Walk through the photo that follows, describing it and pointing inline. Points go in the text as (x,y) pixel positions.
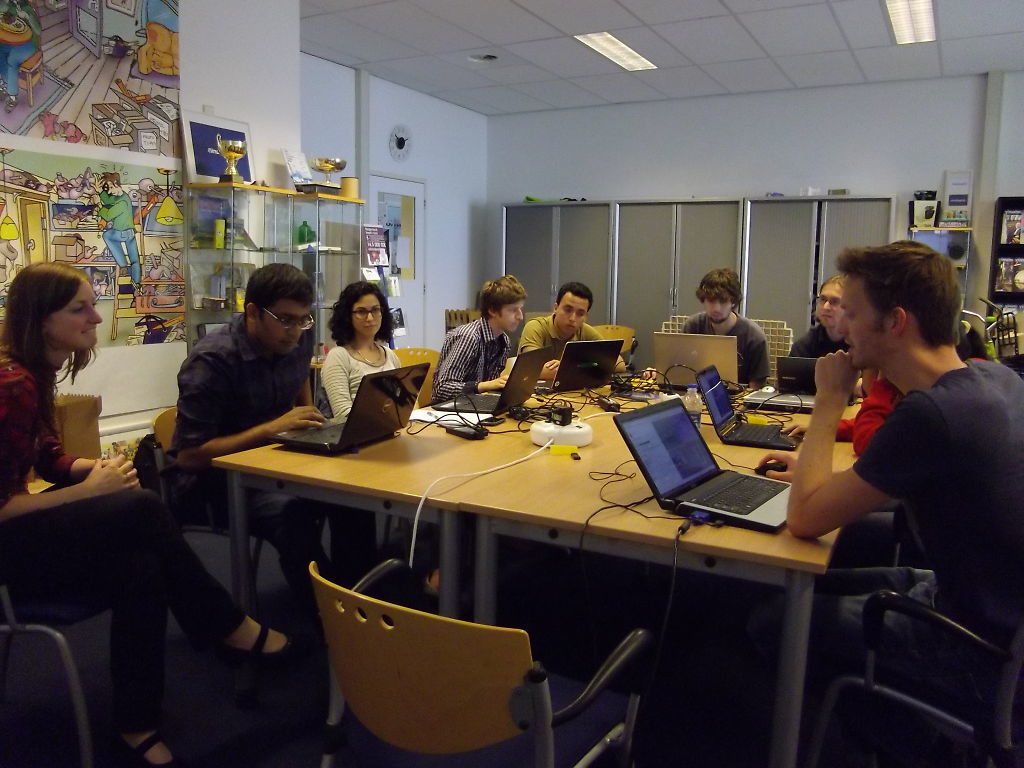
The image is clicked inside a room (244,588). There are many people (931,443) sitting around the table (594,501). To the right (929,461), the man (900,437) is wearing blue t-shirt (1014,459) and operating the laptop (736,498). To the left (63,460) the woman (44,418) is wearing red shirt (17,390) and black pant (157,520). And she is also laughing. In the background (220,113) there is a wall (604,151), cupboards (663,208), posters (149,139). At the top (640,56), there is a roof (646,56) along with lights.
